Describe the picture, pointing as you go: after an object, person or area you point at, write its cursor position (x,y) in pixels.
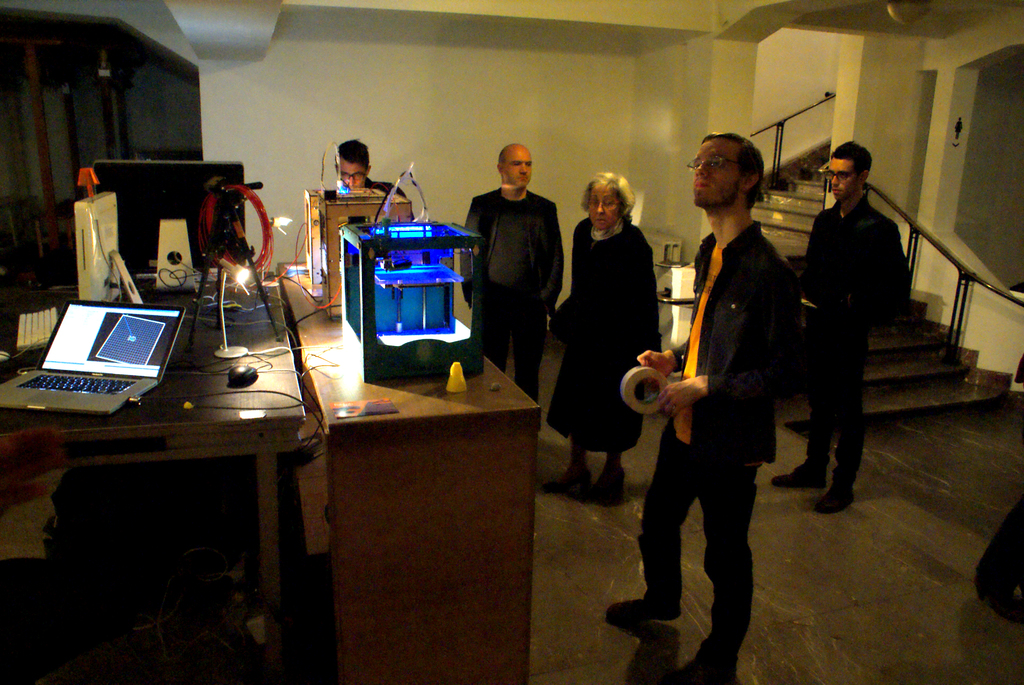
The image is inside the room (419,264). In the image there are group of people (719,222) standing in front of a table (439,411), on table (422,382) we can see some electronic instruments (413,303), laptop (130,353), keyboard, mouse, wires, light (245,275). On right side (890,194) there is a staircase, pillar (873,95), wall (924,203) which is in white color.
